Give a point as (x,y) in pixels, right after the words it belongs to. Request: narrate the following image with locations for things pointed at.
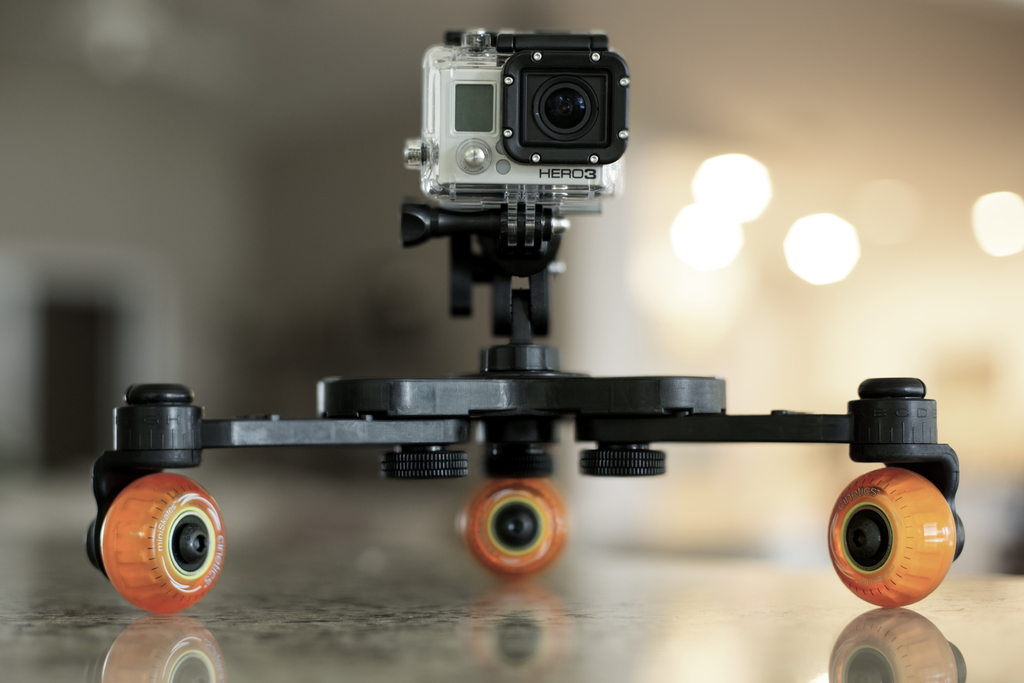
Here I can see an electronic gadget (459,408) which is placed on the floor (430,632). At the top of the gadget (482,273) there is a camera (526,105). The background (218,248) is blurred.
